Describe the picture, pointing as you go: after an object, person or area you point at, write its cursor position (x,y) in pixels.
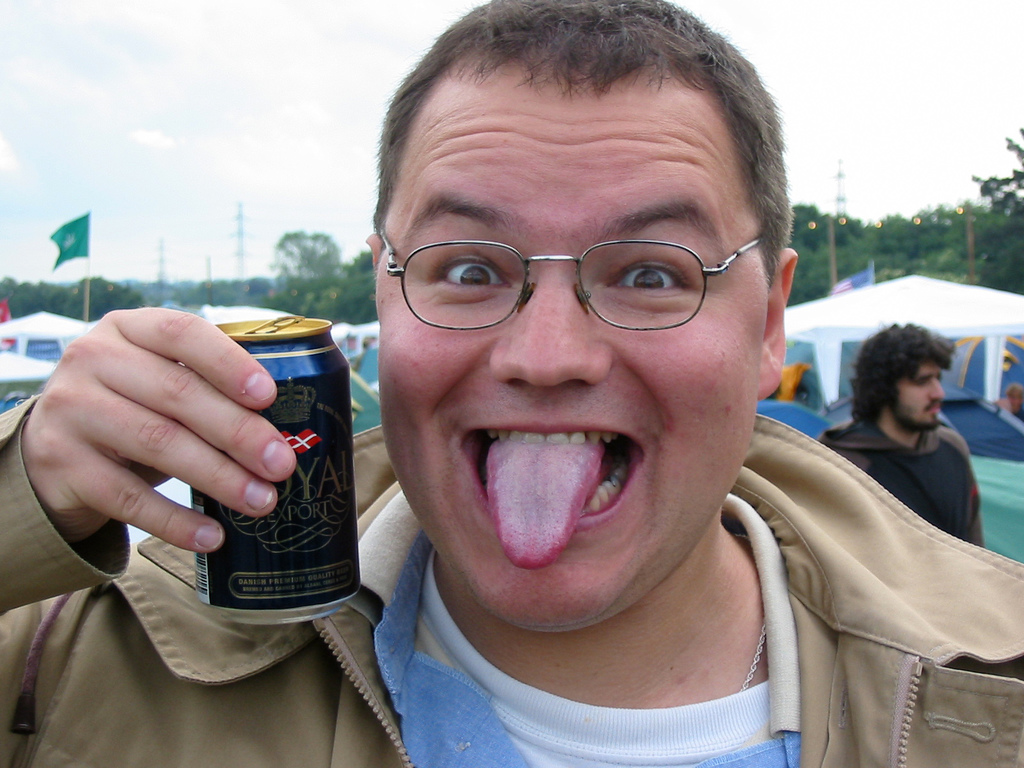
In this picture we can see a man (469,469) wore spectacle (610,263), jacket (781,710) holding tin (316,324) with his hand (182,416) and in the background (871,352) we can see tent (817,377), some persons (916,359), trees (254,303), flag (63,254), pole (84,312), sky (125,170) with clouds (199,177), tower (238,210), lights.
